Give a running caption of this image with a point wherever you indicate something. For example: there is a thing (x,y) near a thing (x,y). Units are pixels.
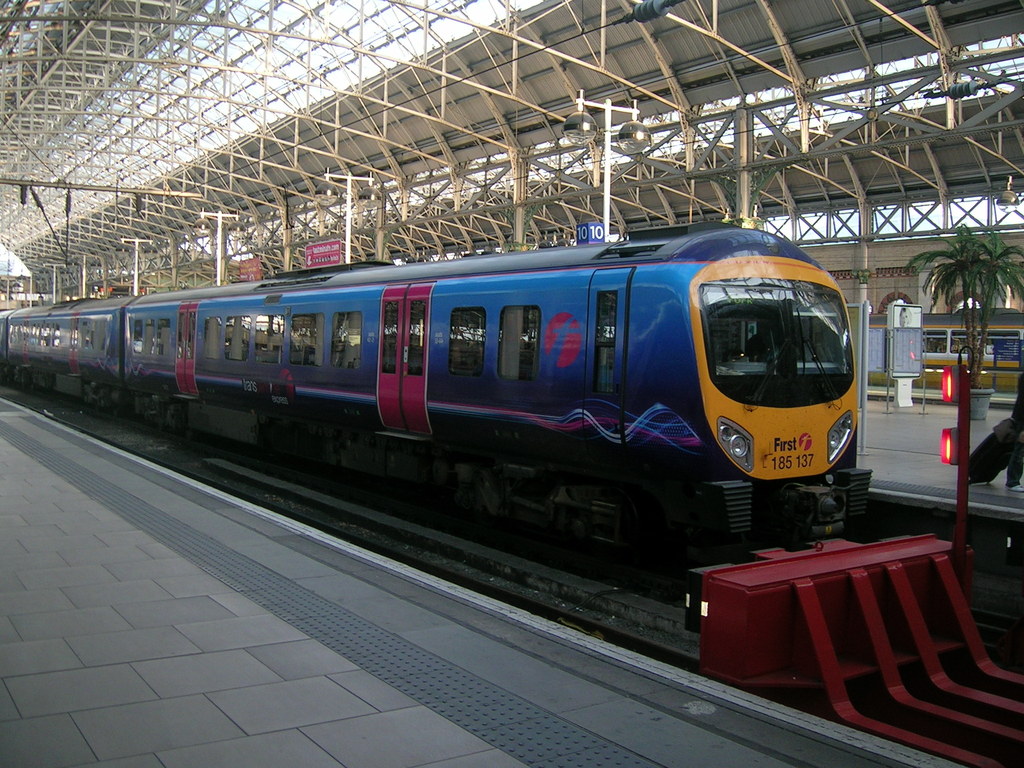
In the picture we can see a train (534,400) on the track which is blue in color with glass windows (735,339) and red color doors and on the either sides of the train (711,327) we can see platforms (166,520) and on the top of it we can see a shed (504,108) with poles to it and in the background (941,296) we can see wall (941,296) near it we can see a plant (982,379).
